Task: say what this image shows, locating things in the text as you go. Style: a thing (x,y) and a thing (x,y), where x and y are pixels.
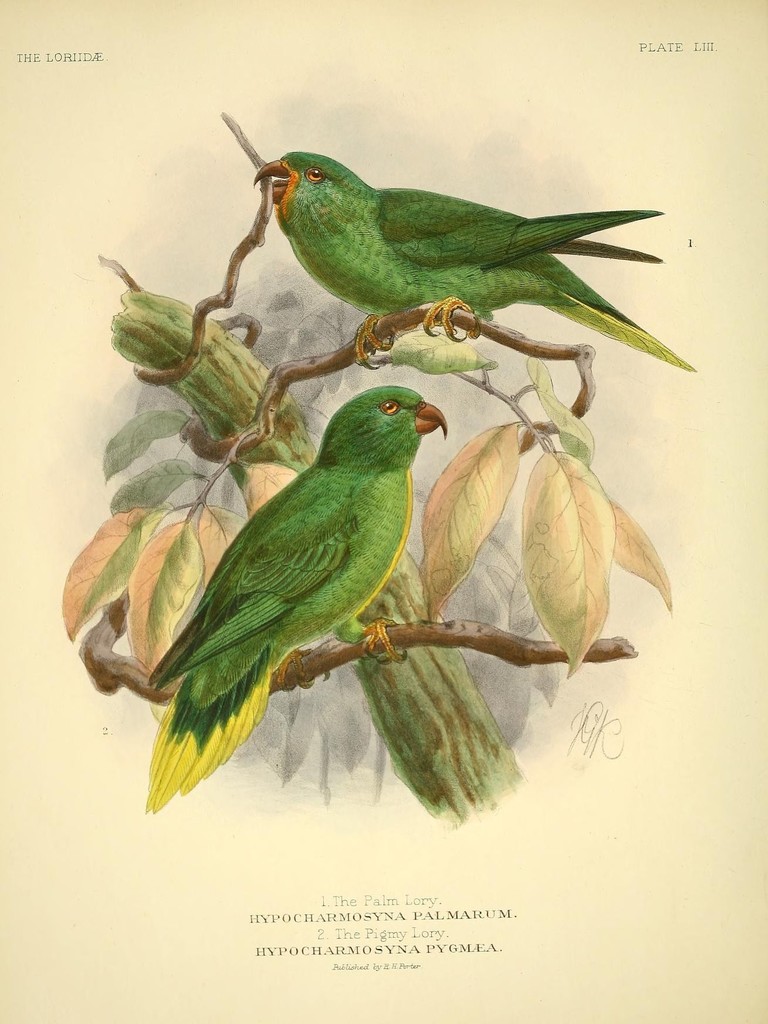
It is a painted image. In the center of the image (328,552) there are parrots (393,567) on the tree branch (447,642). At the bottom of the image (387,903) there is some text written on it.
